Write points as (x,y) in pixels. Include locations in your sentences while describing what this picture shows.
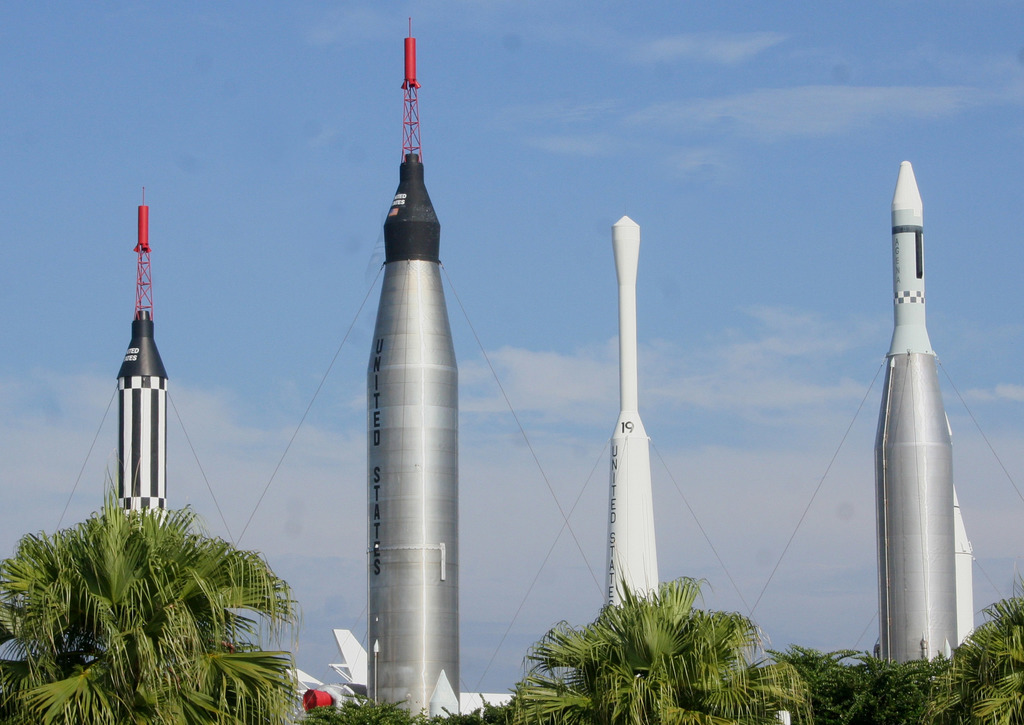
In the image we can see a rocket garden (439,280). There are even trees (904,685) and the cloudy pale blue sky (790,227).
